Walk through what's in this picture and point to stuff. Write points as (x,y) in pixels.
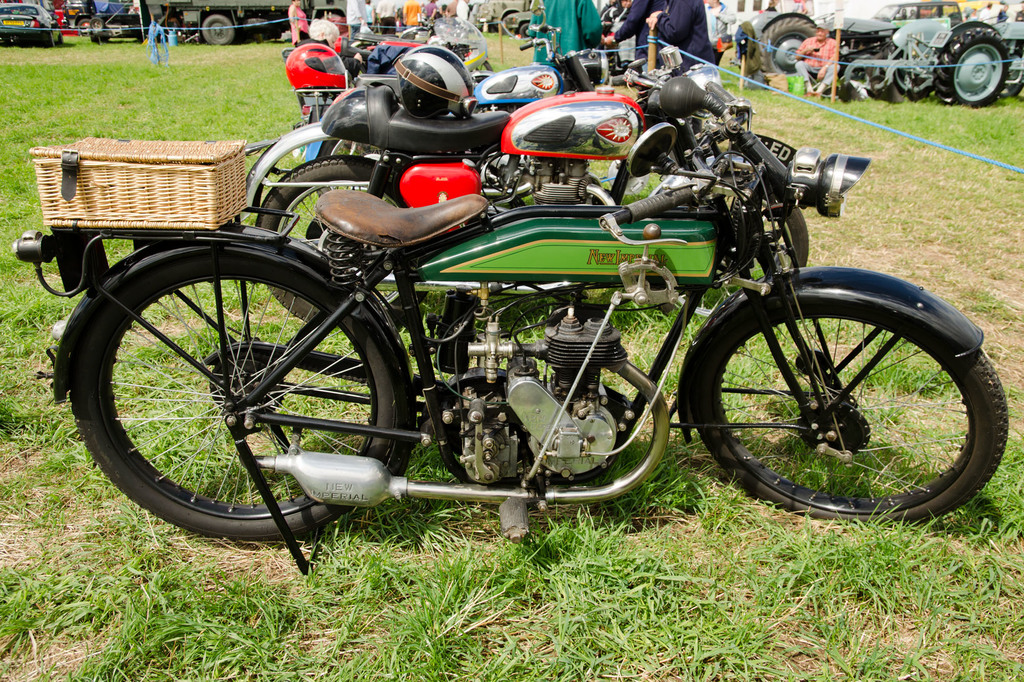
In this picture we can see few vehicles (693,254) on the grass (764,449), and we can find group of people (660,23), on the left side of the image (207,207) we can see a basket (183,220) on the motorcycle (207,315).
